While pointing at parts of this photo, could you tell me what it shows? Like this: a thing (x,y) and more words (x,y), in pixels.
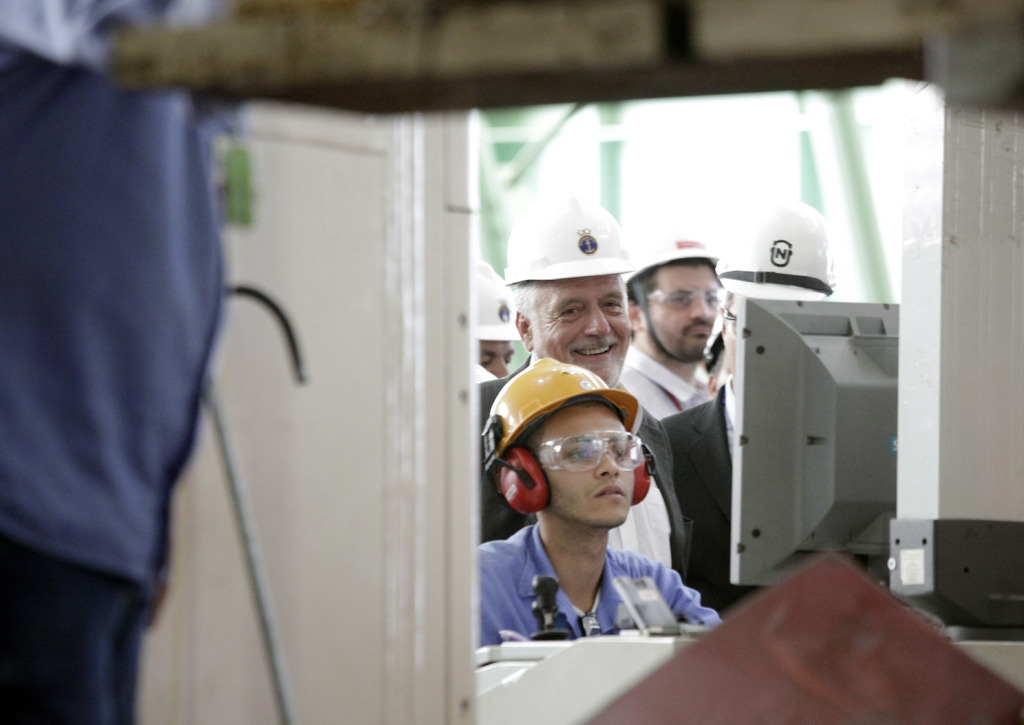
In this image, we can see some people (204,197). We can also see a device (773,581) and some objects (666,627). We can also see the door (309,391) and a black colored object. We can also see an object (825,569) at the bottom (1021,714).
